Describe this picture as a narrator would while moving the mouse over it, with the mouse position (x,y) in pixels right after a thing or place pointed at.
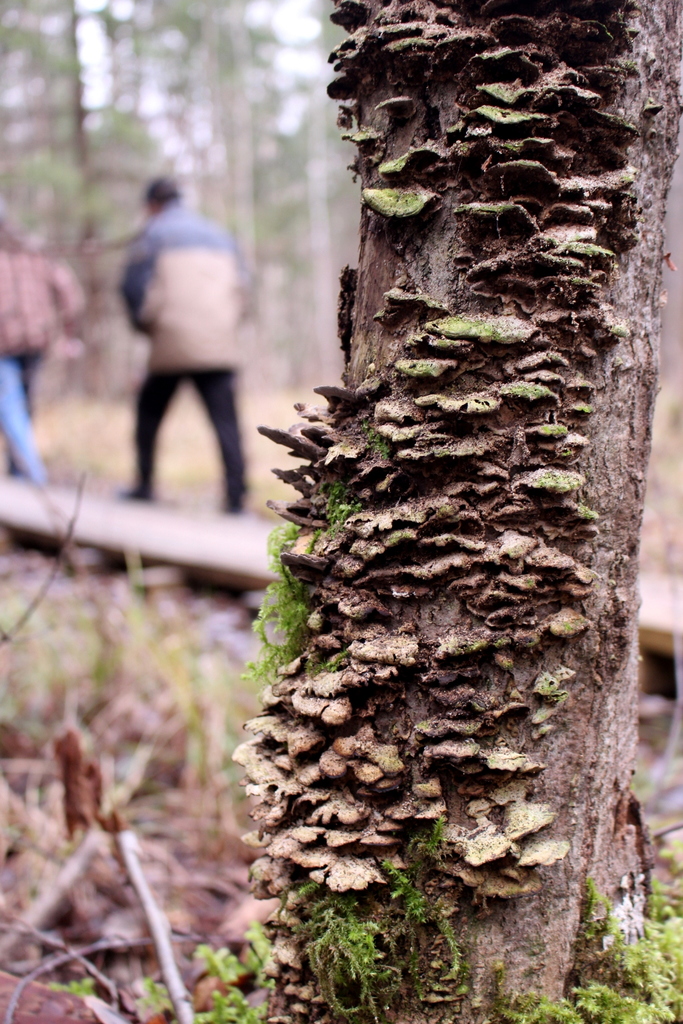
In this image we can see plant moss (597,1018) on a tree (402,560). In the background (253,355), we can see two persons (1,274) and group of trees (97,214).
